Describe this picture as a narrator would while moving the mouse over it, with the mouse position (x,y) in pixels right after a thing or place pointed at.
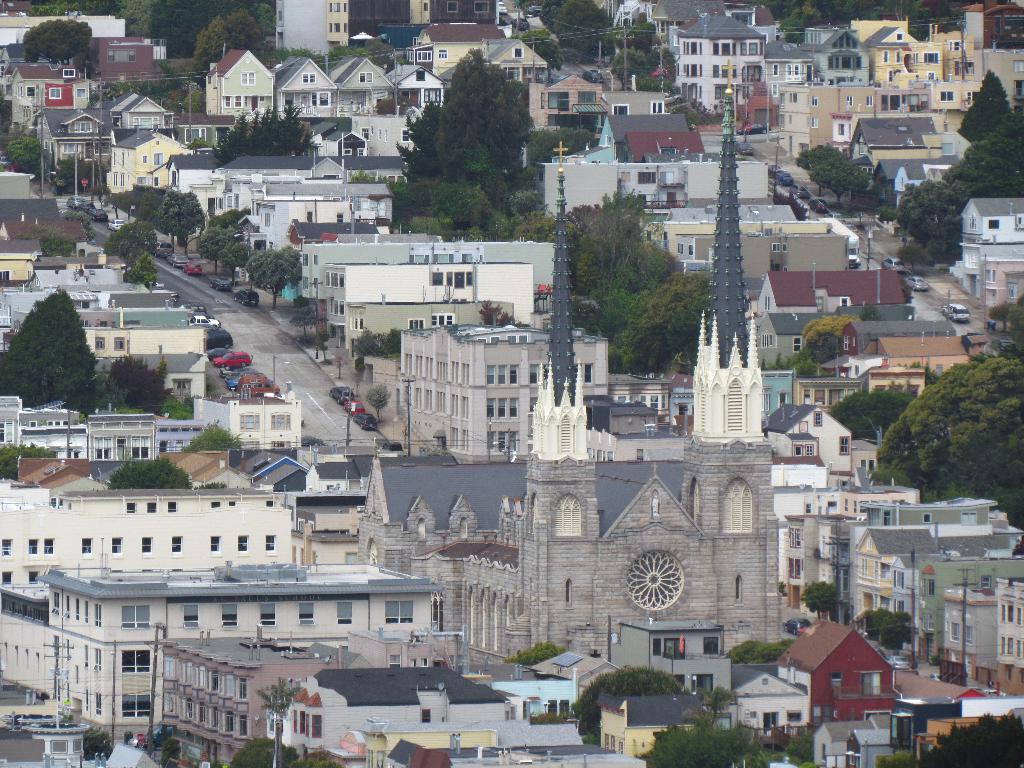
In this image we can see a group of buildings (467,543) with windows (301,608) and roof (678,621), group of trees (958,391). In the foreground (424,472) we can see a building (424,472) with towers (548,483) and cross symbols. In the center of the image (369,427) we can see group of vehicles (345,403) parked on the ground (358,440) and some poles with cables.
